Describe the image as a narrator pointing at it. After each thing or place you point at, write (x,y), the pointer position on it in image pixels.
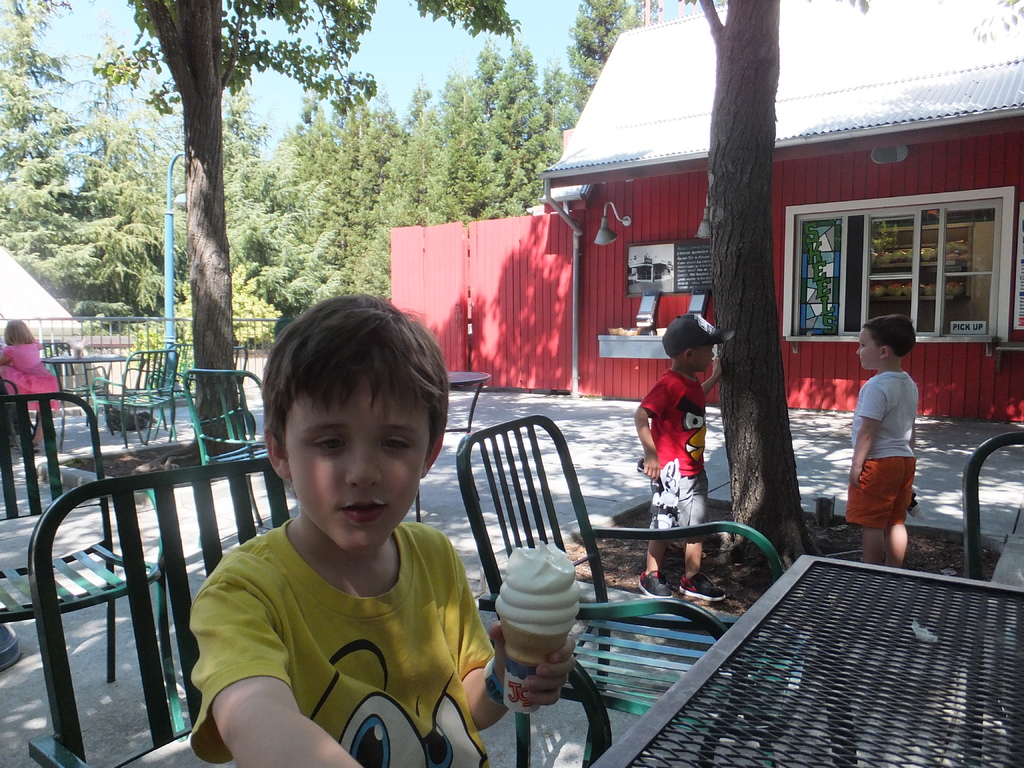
As we can see in the image, there are trees (303,157), house (658,230), window (842,281), tables (889,728) and chairs (64,505) and the boy (320,602) who is sitting here is holding ice cream (534,642).
